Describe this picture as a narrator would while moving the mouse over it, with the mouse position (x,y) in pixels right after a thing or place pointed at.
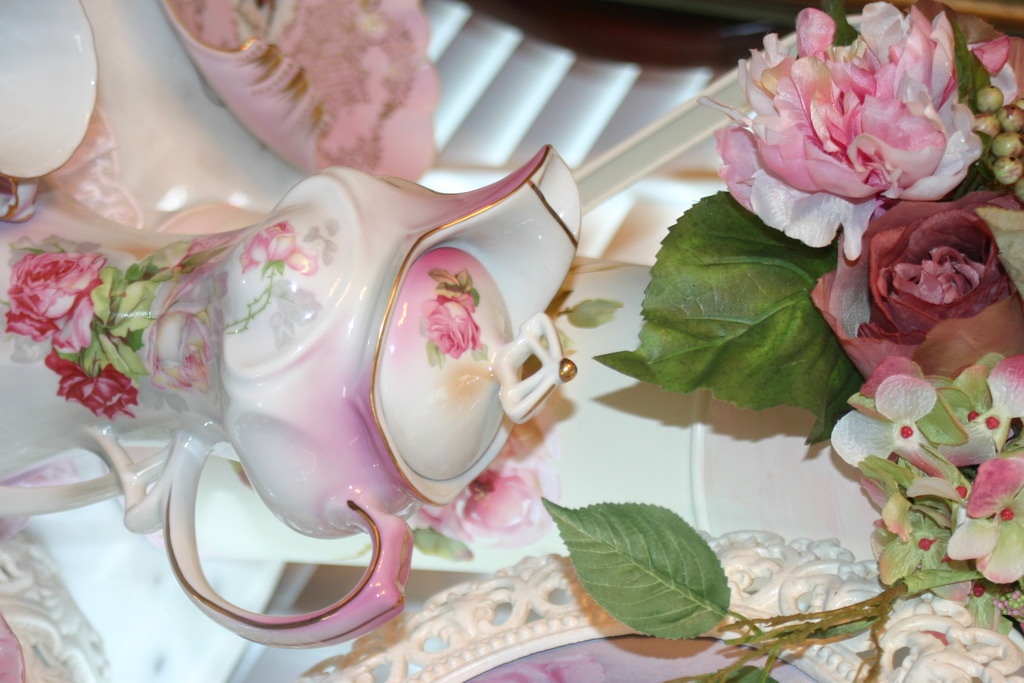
In this picture I can see the pot (214,353) and flower (1006,516) which are kept on the table (533,496). On the right (834,393) I can see some flowers (910,479) and leaves (818,402).
